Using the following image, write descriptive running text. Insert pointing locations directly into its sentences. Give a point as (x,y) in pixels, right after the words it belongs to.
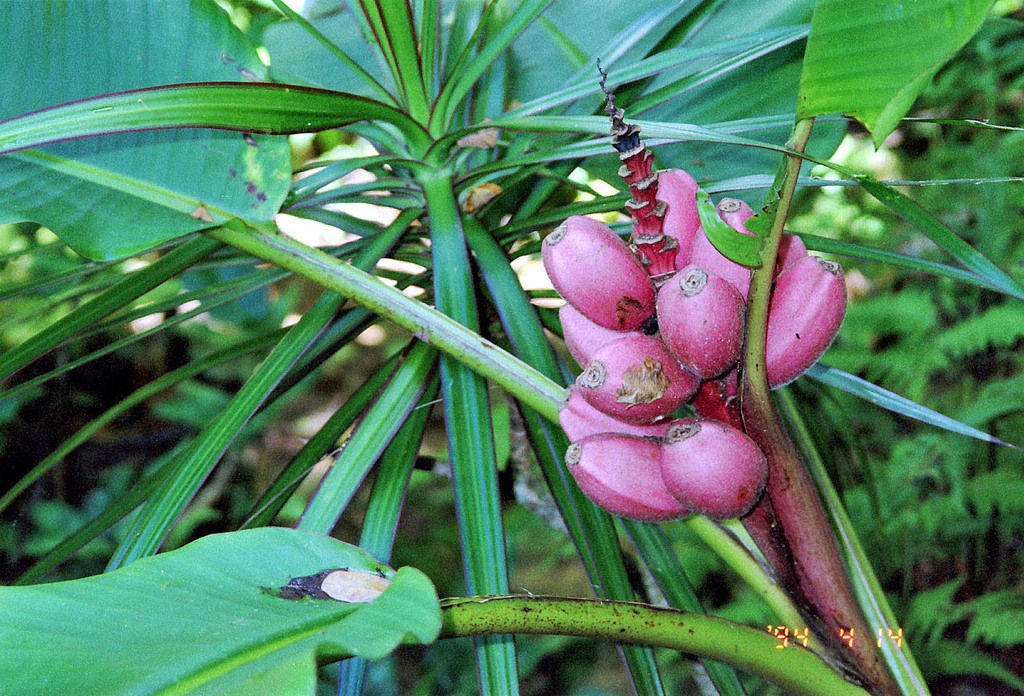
In this image we can see group of fruits (677,404) on the stem (797,502) of a plant (797,624). In the background (1001,535), we can see group of plants (416,168).
